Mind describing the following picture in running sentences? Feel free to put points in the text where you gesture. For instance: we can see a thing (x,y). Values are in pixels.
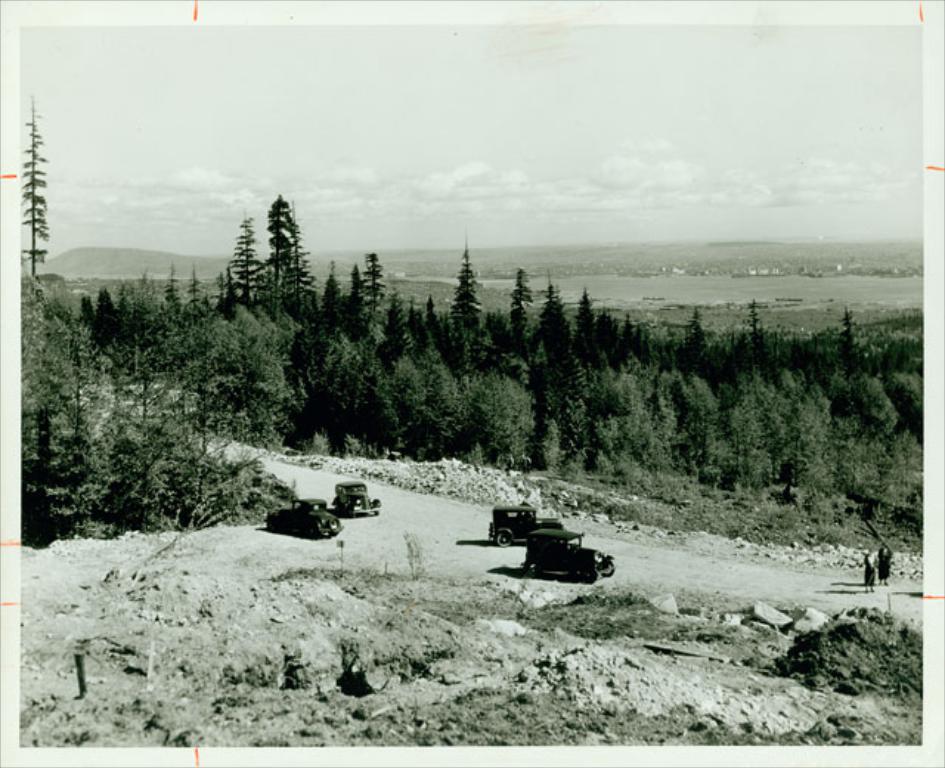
This picture shows few cars (576,572) and we see trees (510,421) and we see people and we see a cloudy sky (616,170).
